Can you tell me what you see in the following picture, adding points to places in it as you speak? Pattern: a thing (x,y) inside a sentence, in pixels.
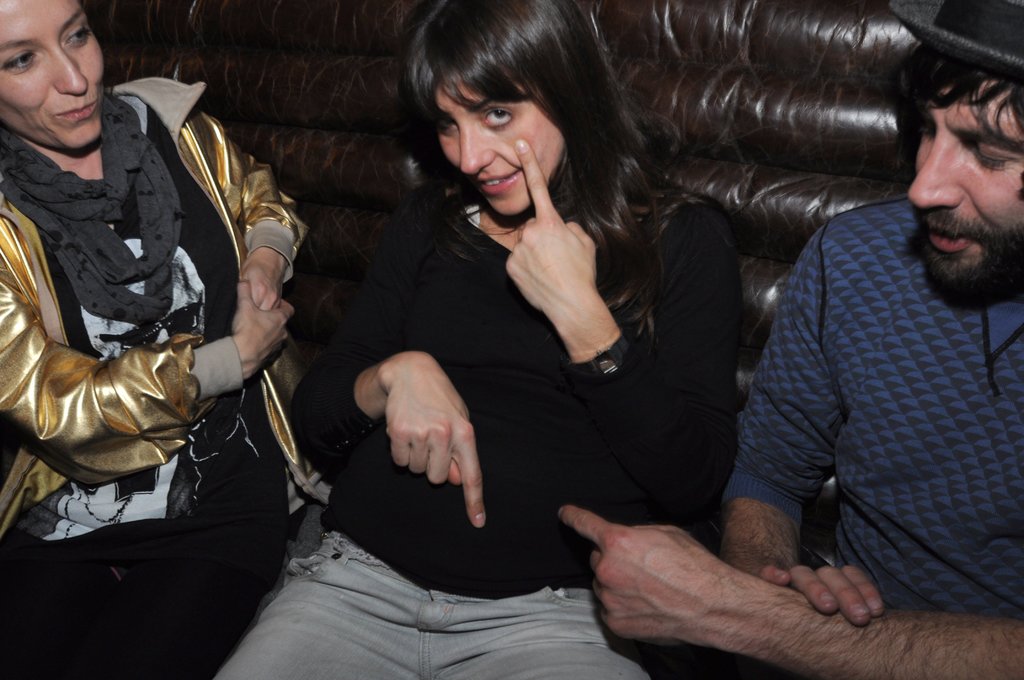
In this picture, we see three people (665,353) are sitting on the sofa (749,302). Out of three, two are women (366,298) and one is a man (813,481). The man (855,291) is pointing his finger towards the woman (578,391) and she is posing for the photo. Both the women (456,234) are smiling. In the background (837,145), we see a black sofa (770,128).
